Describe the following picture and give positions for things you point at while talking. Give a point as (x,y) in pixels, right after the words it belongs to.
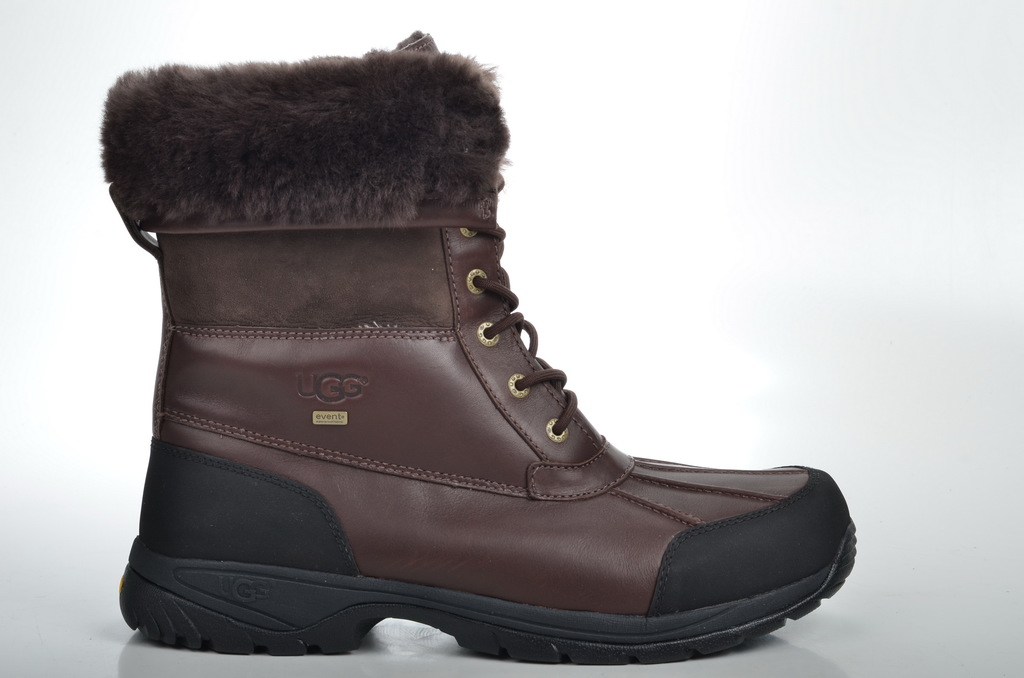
In this picture there is a boot (184,366) which is in brown and black color and there is a text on the boot (374,371). This boot (393,376) has a brown color laces (484,289). At the back (647,448) there is a white background (726,287).
